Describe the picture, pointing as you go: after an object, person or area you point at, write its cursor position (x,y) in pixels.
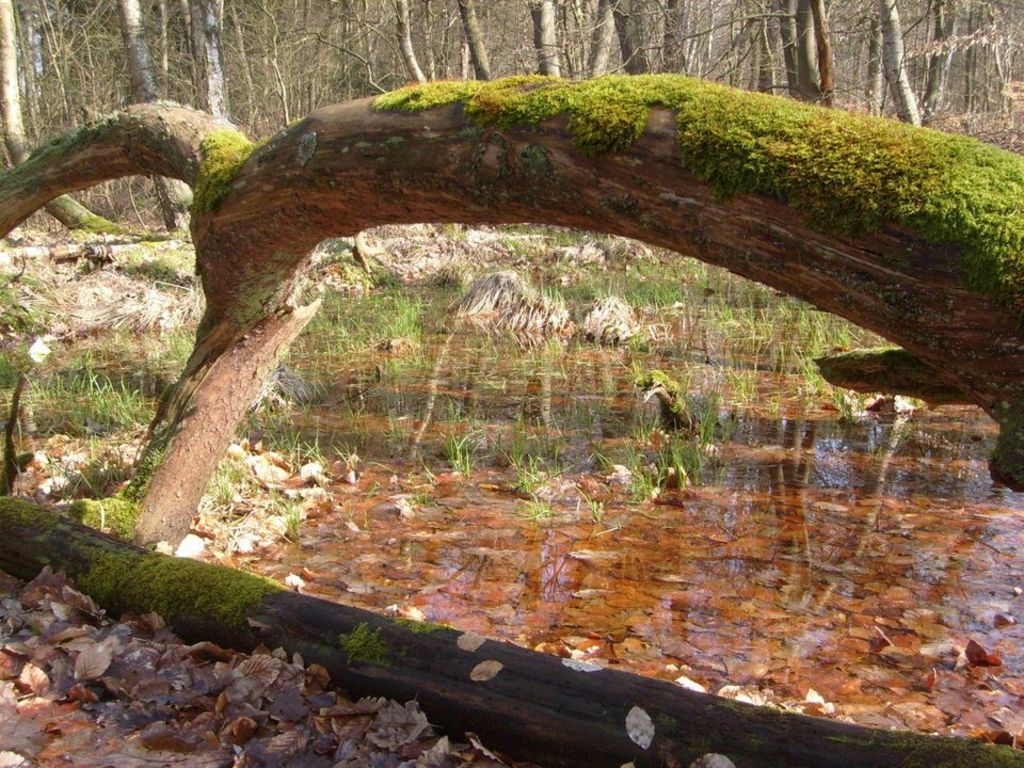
In this image, we can see water (941,464) and we can see some trees (288,152). There are some dried leaves (433,577) in the water (531,531).
